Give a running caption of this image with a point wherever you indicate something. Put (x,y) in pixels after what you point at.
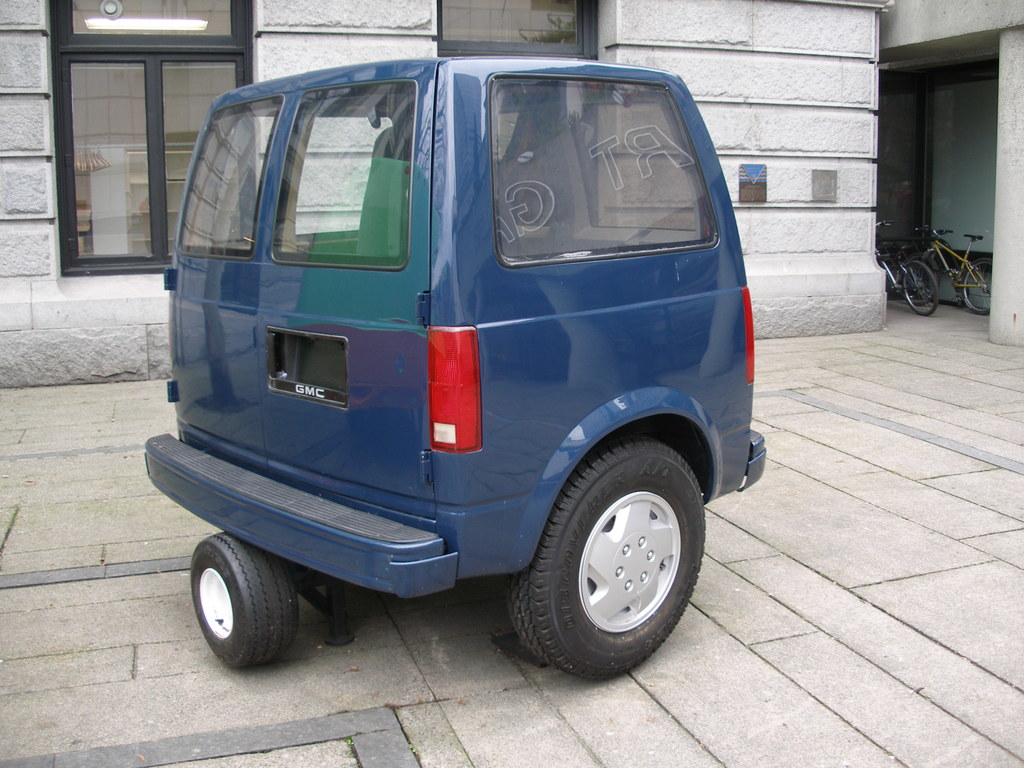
In this image we can see a vehicle (439,532) on the surface (387,598). On the backside (226,57) we can see a building (222,70) with windows (162,128) and two bicycles (915,286) which are parked aside.
